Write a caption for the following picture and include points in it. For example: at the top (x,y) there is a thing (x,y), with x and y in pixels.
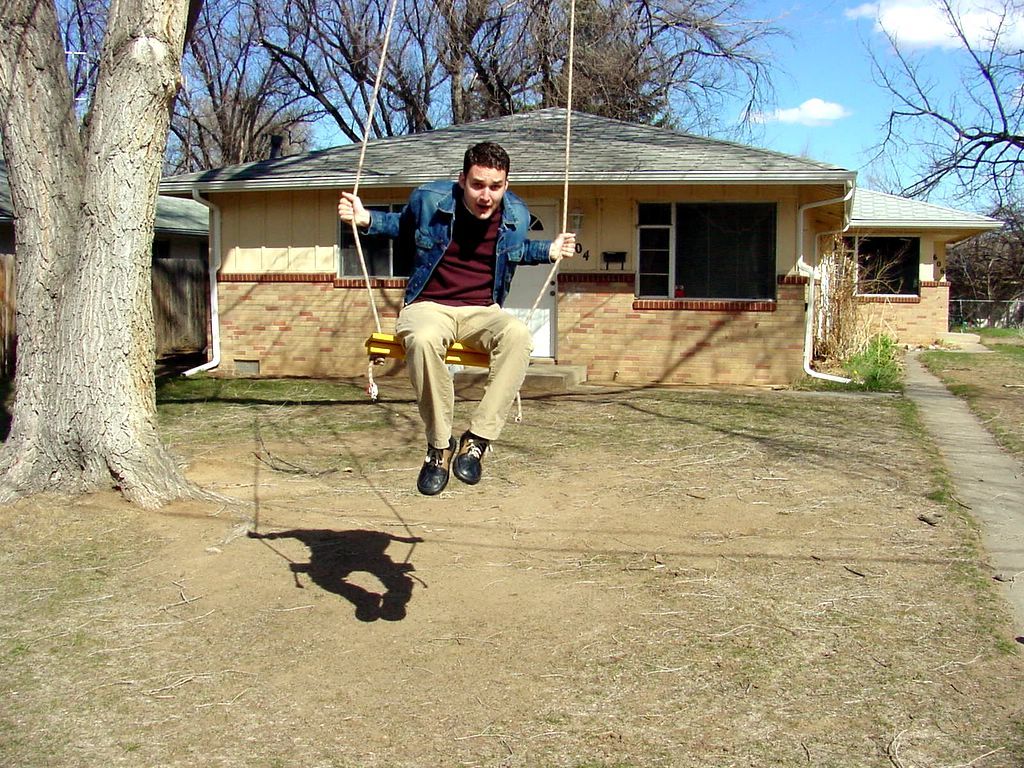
There is a man (470,271) swinging on the swing (383,341). On the left side (41,278) there is a tree (75,247). In the back (186,193) there are houses (518,181) with windows (698,235). In the background (743,121) there are trees (985,261) and sky (813,49) with clouds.
